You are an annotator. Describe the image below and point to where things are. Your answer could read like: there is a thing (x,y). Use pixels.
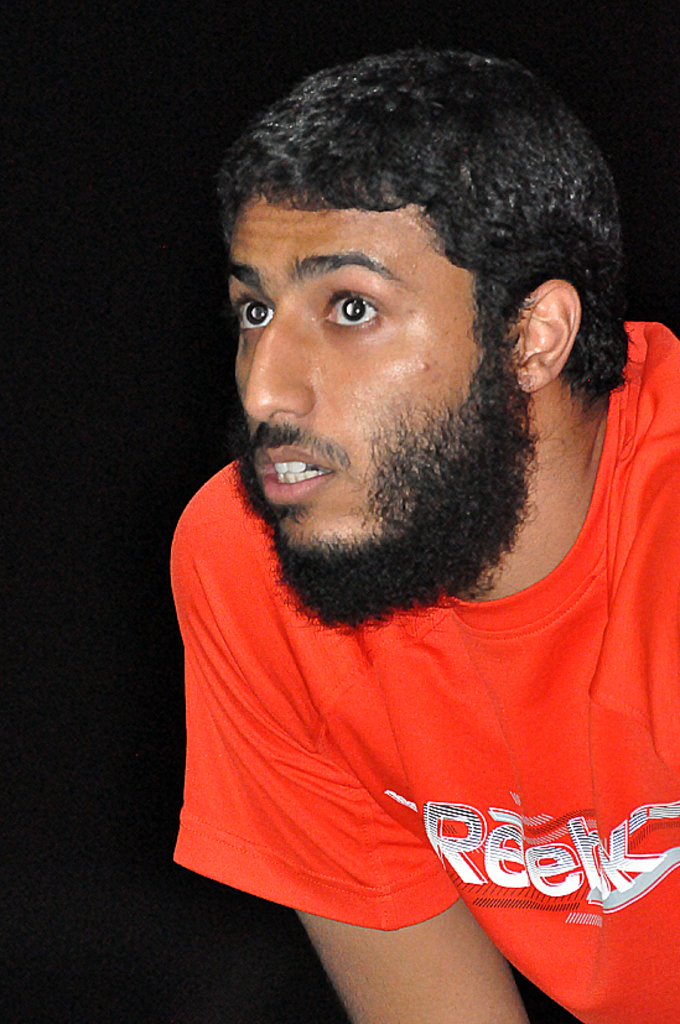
In this picture I can observe a man (386,501) in the middle of the picture (330,505). He is wearing red color T shirt (290,721). The background (116,273) is completely dark.
